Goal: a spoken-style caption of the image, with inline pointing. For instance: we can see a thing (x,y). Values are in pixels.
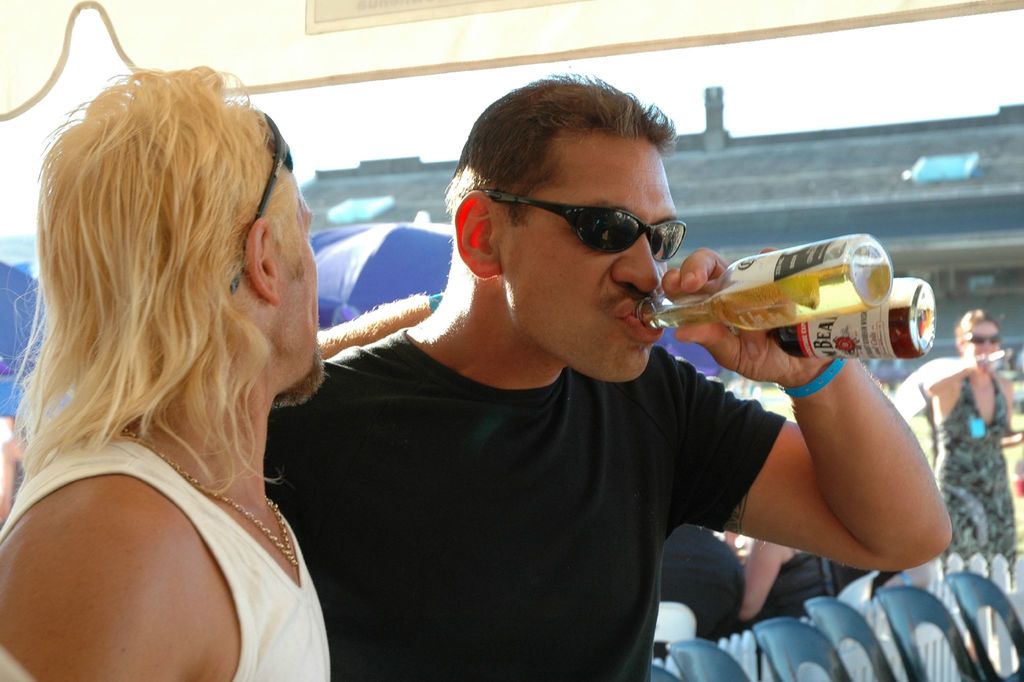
In this picture there are two men (915,451), one drinking beer (805,256) and this person (287,256) is staring at someone else.
